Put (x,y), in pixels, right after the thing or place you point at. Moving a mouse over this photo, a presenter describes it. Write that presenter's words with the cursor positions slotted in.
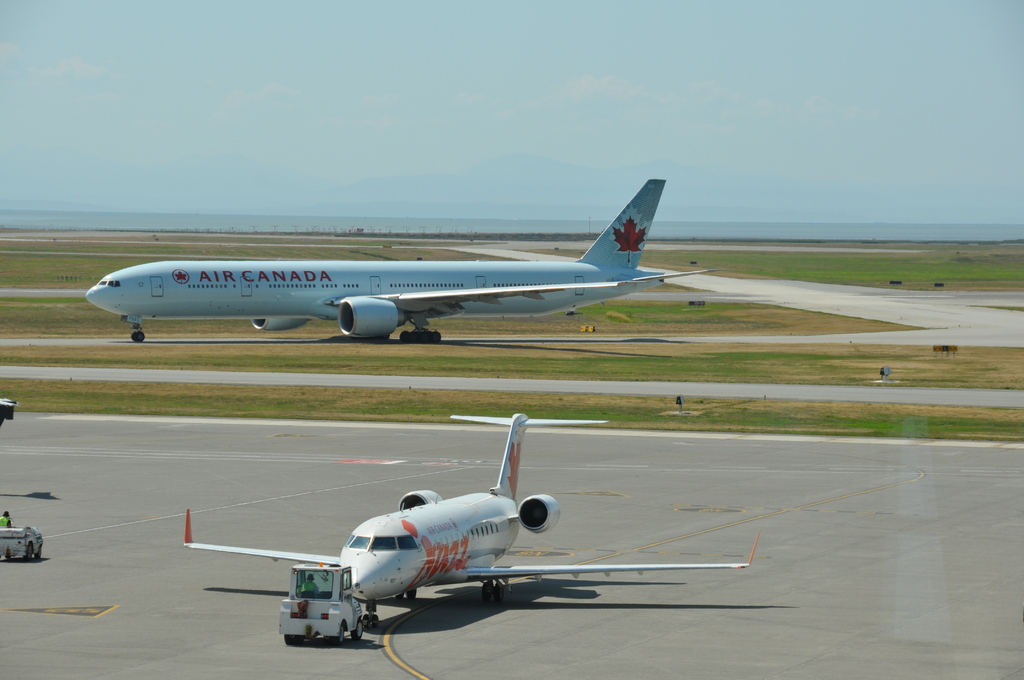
In the center of the image (595,266) we can see two airplanes (350,331) and two vehicles (20,536). On the airplanes (215,545), we can see some text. In the vehicle (298,587), we can see two persons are sitting. On the left side of the image (12,417), we can see one object (5,399). In the background (270,110) we can see the sky (309,96), clouds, grass (1010,268), poles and a few other objects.
